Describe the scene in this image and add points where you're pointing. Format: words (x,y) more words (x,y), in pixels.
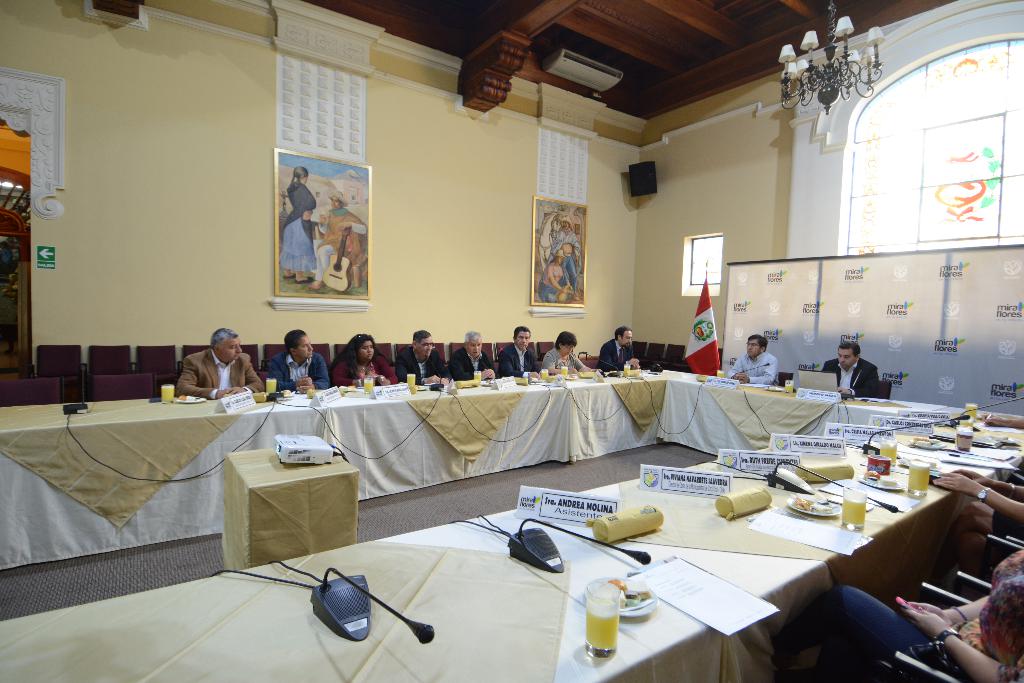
In this image we can see many persons (372,346) sitting at the table (729,650). On the table (648,632) we can see glasses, papers (738,599), mics (792,485), name boards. On the left side of the image (304,455) we can see projector (304,455) placed on the table (231,499). In the background (96,399) we can see chairs (2,380), flag (711,319), window (717,282), speaker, photo frames (319,244), stained glass (968,205), light (810,70), door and wall (146,231).
